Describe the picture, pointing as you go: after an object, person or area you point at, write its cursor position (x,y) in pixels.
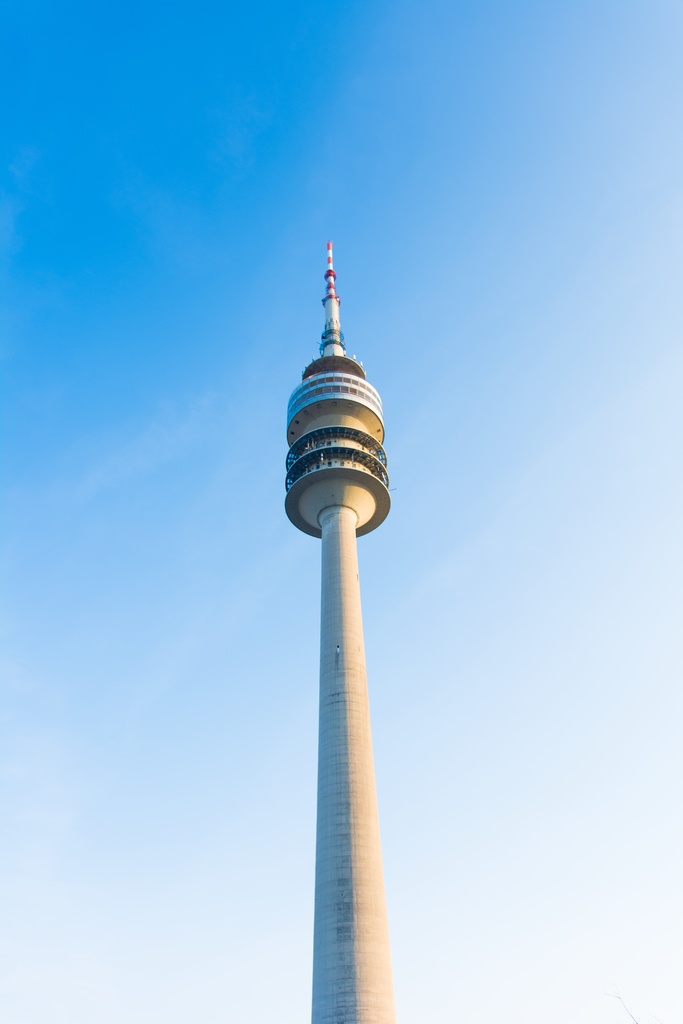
In the center of the image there is a tower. In the background of the image (230,511) there is sky (462,471).
